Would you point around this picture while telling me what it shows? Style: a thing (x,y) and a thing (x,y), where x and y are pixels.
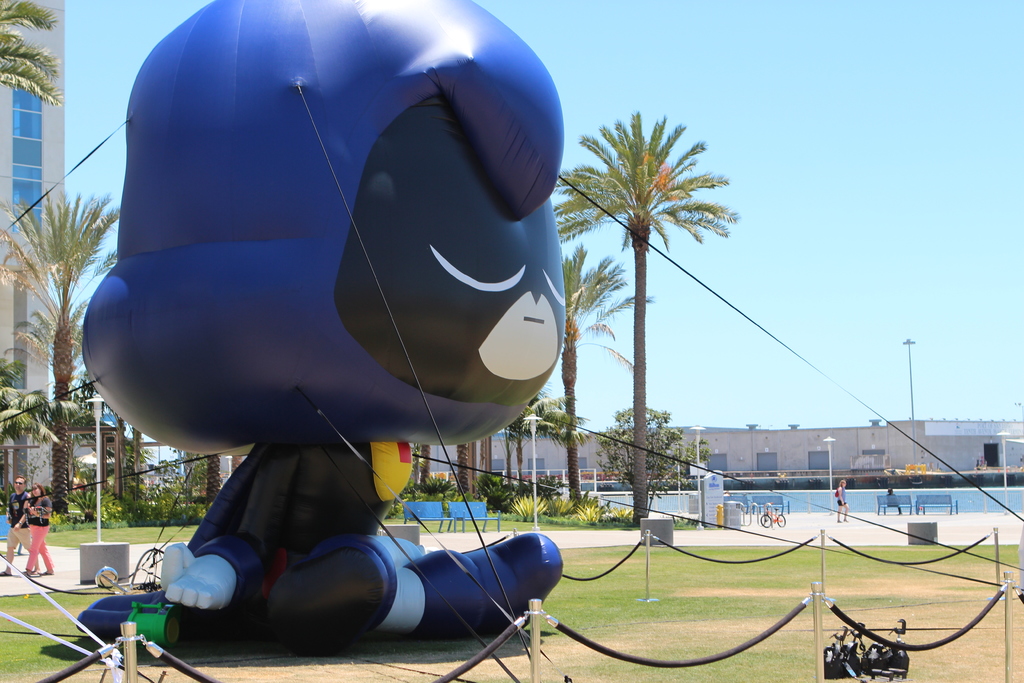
In this image we can see inflatable object (439,335), fence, rope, trees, people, bicycle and plants (436,481).
